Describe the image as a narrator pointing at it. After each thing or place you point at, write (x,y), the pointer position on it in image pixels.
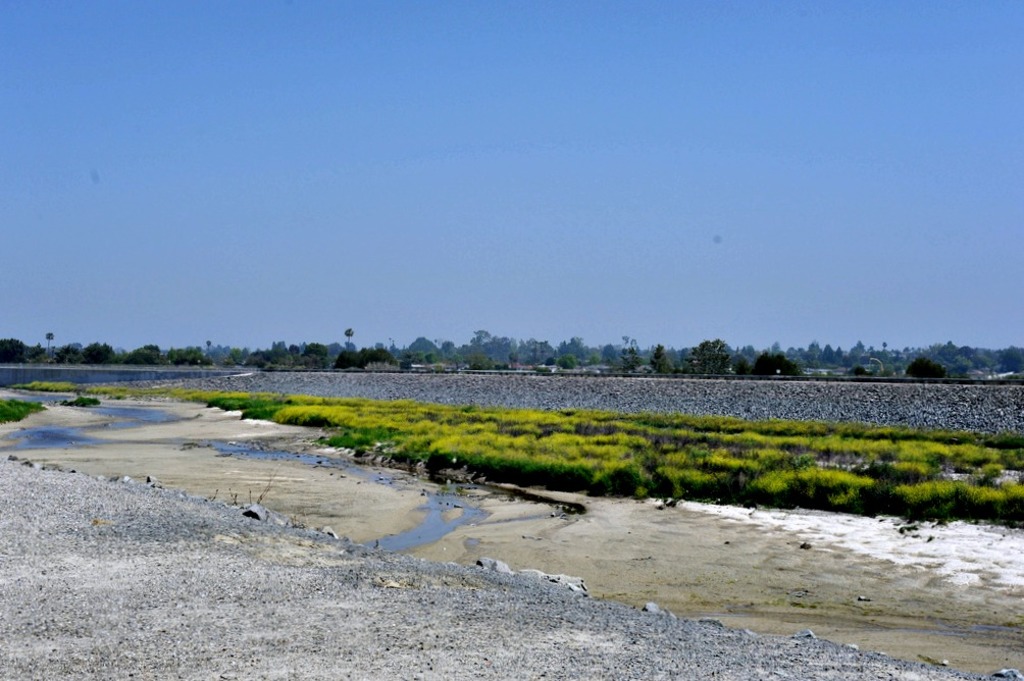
In the center of the image (568,453) we can see group of plants (652,455). To the left side of the image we can see water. In the background (79,351), we can see a group of trees (930,370) and sky (616,256).
